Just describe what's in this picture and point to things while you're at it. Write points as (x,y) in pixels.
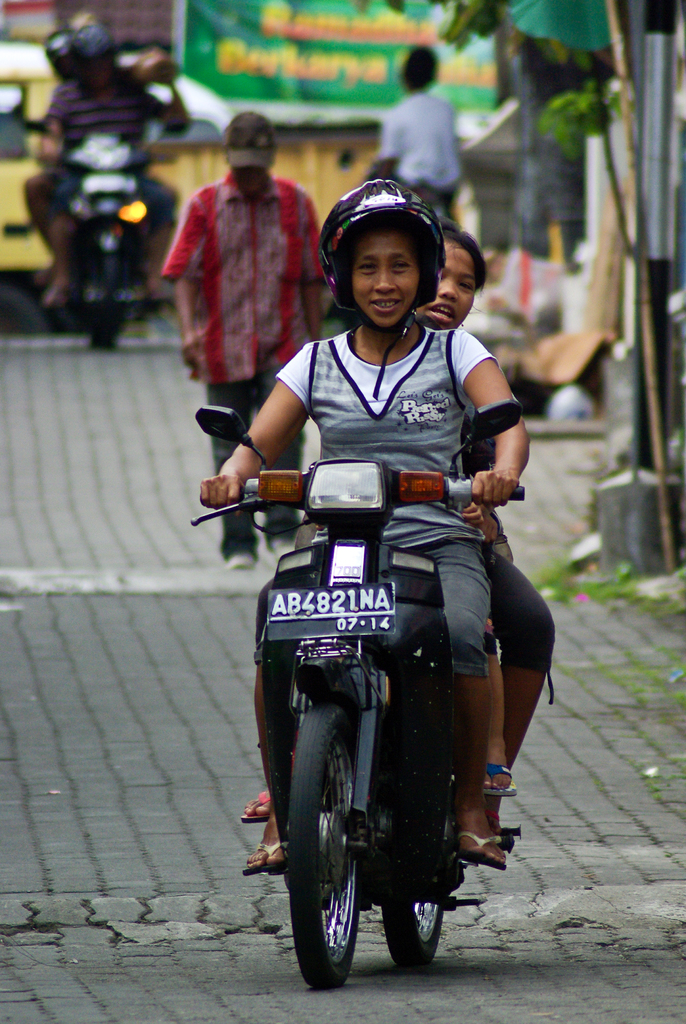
This picture shows a woman (408,441) riding a motorbike (348,656) with another woman (422,308) sitting behind her. She is wearing helmet (384,223). In the background (231,287) there is a man (238,233) walking and another man (117,122) is riding a motorbike (119,176) here. We can observe a poster (264,93) here.
